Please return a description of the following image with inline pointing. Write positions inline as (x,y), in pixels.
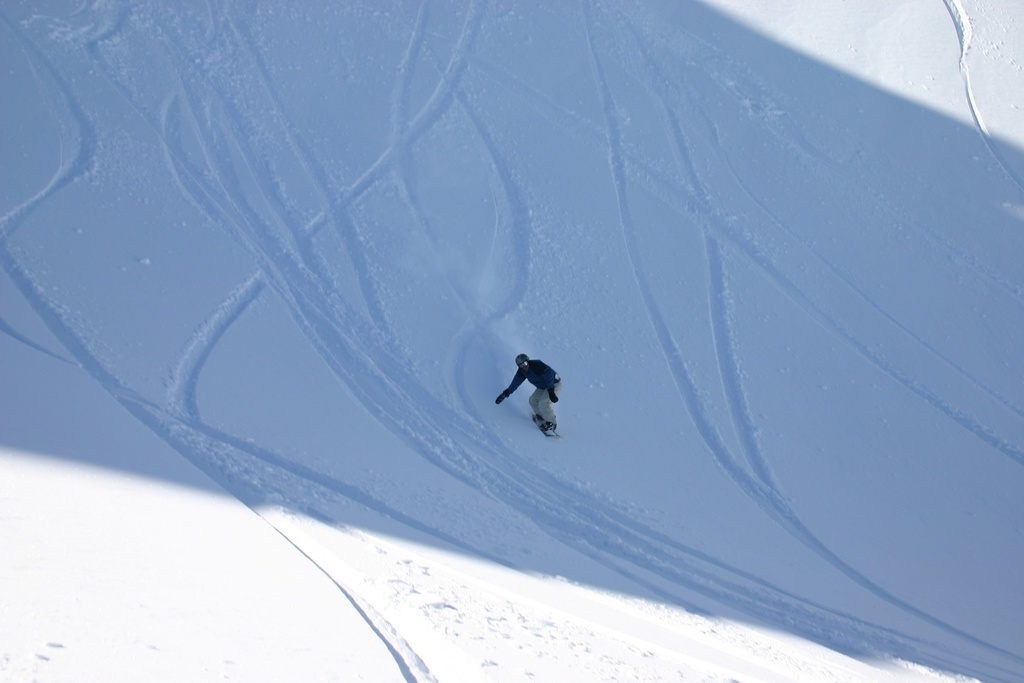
In the middle of the picture (520,374), we see a man (541,389) in the black jacket (540,372) is snowboarding. In the background (736,205), we see the snow (480,312).
